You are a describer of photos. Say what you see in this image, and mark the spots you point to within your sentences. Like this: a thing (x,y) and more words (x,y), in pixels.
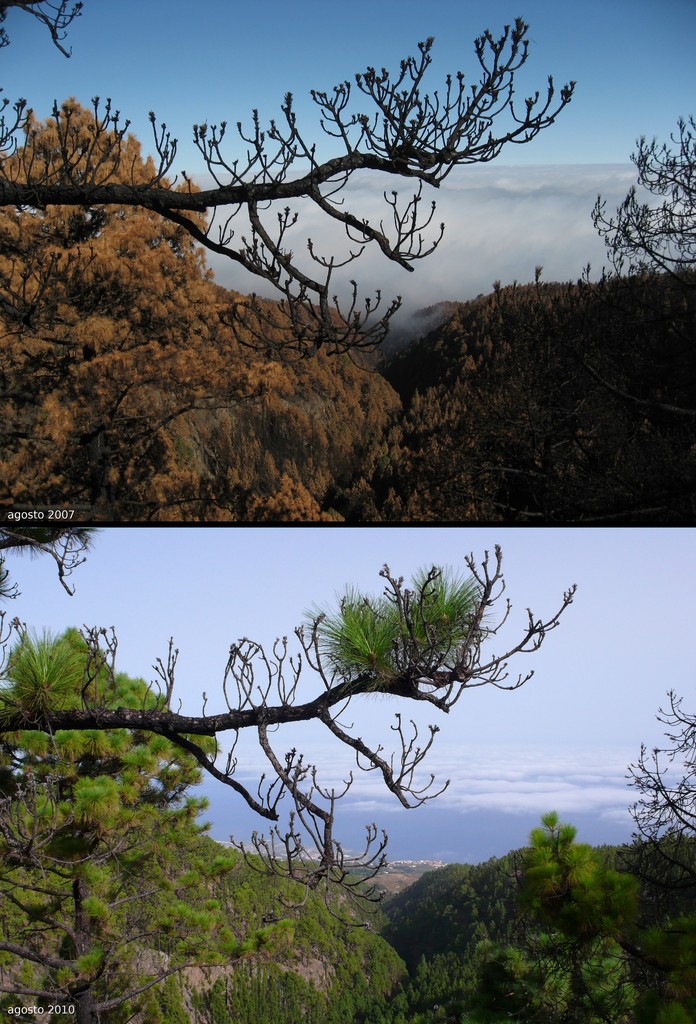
It is a collage picture. In the image we can see some trees (349,739) and clouds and sky (186,590).
